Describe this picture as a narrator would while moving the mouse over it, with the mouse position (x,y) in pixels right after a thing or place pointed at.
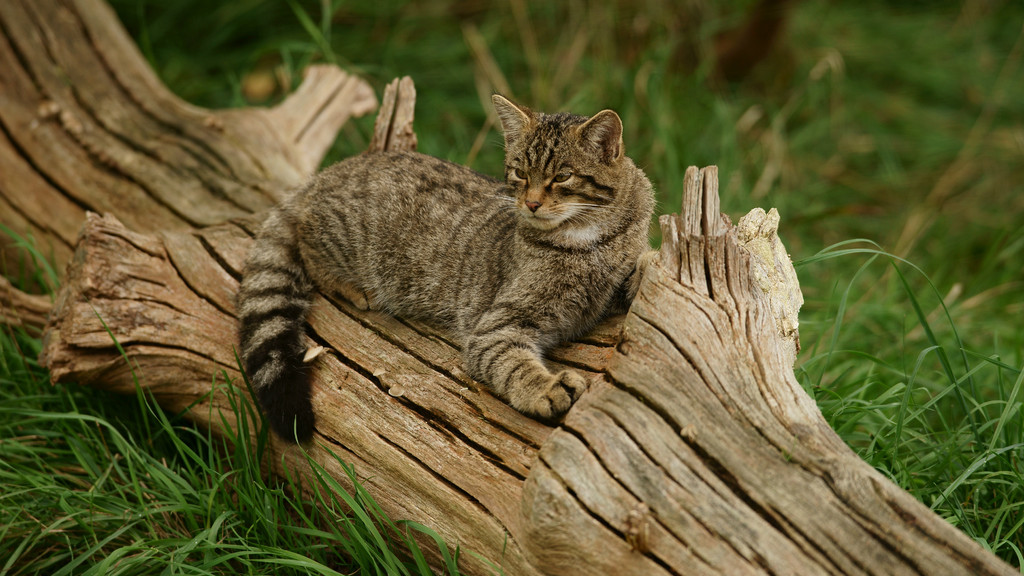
In the picture we can see a cat (260,327) sitting on the tree branch (748,465) which is on the grass surface (179,487), on the cat (588,195) we can see a black lines (247,331).
